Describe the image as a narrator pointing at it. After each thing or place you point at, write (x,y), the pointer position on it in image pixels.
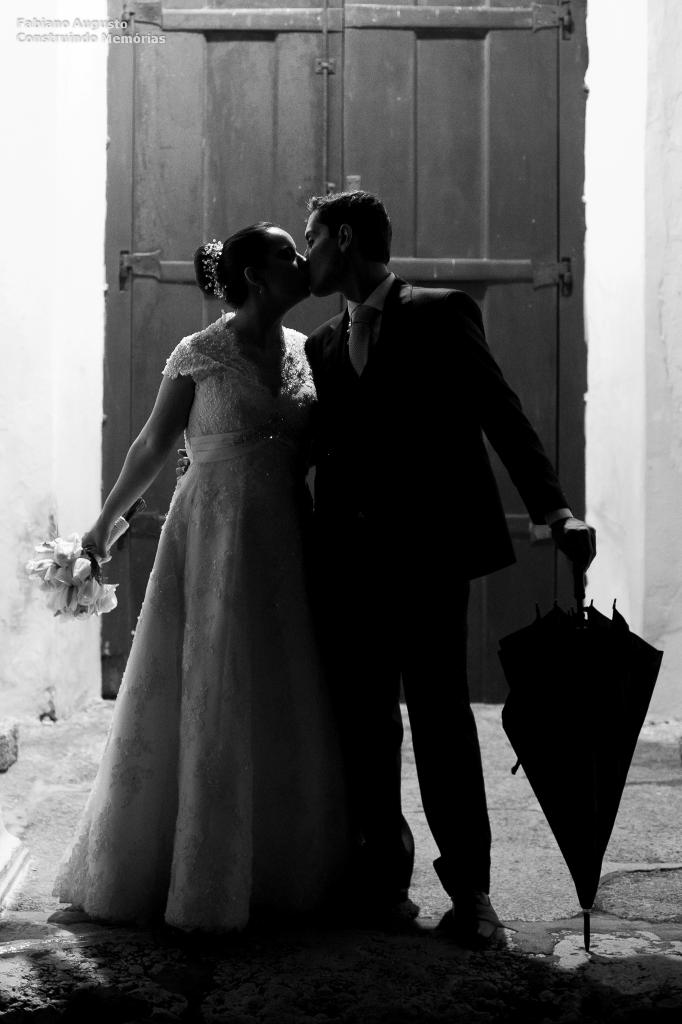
In this picture we can see a man (450,481) and a woman (268,520) are kissing, this man (455,529) is holding an umbrella (568,657), this woman (197,545) is holding a flower bouquet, in the background (248,205) there is a door (341,136), we can see some text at the left top of the picture (153,41).
